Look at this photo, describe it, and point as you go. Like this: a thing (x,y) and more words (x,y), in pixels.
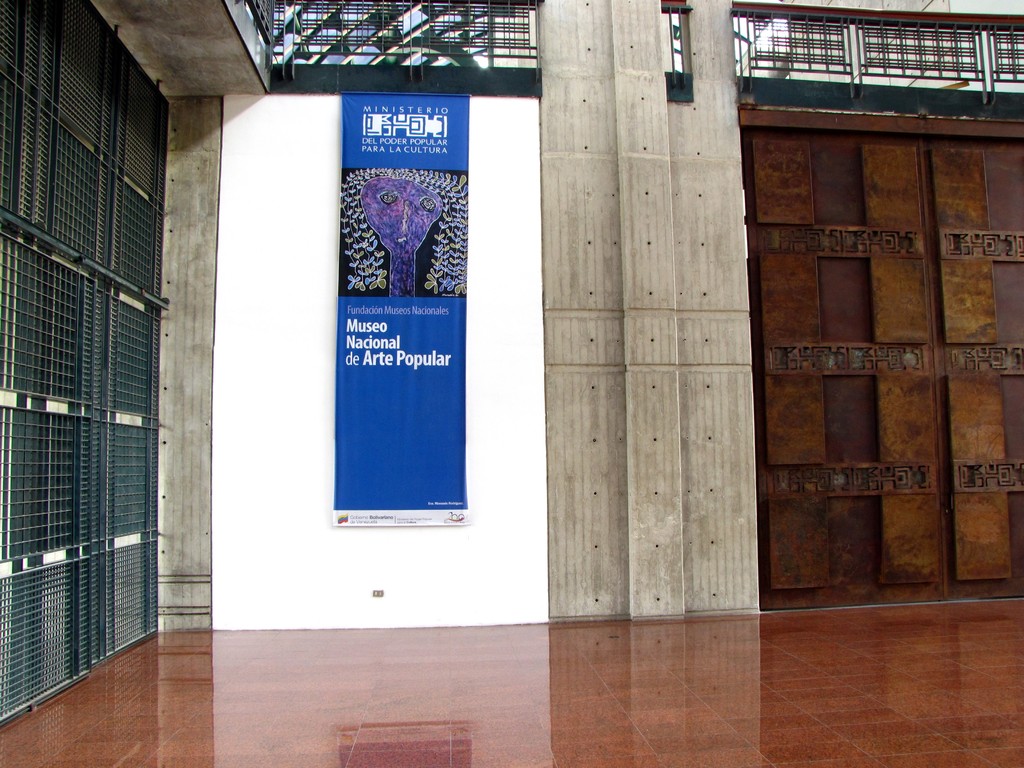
In this picture we can observe a blue color poster (419,262) on this white color wall (298,333). In the left side (65,462) there is an iron door (68,290). In the right side (975,331) there is a wall (901,386) which is in brown color. We can observe a floor (567,683) which is in brown color.
